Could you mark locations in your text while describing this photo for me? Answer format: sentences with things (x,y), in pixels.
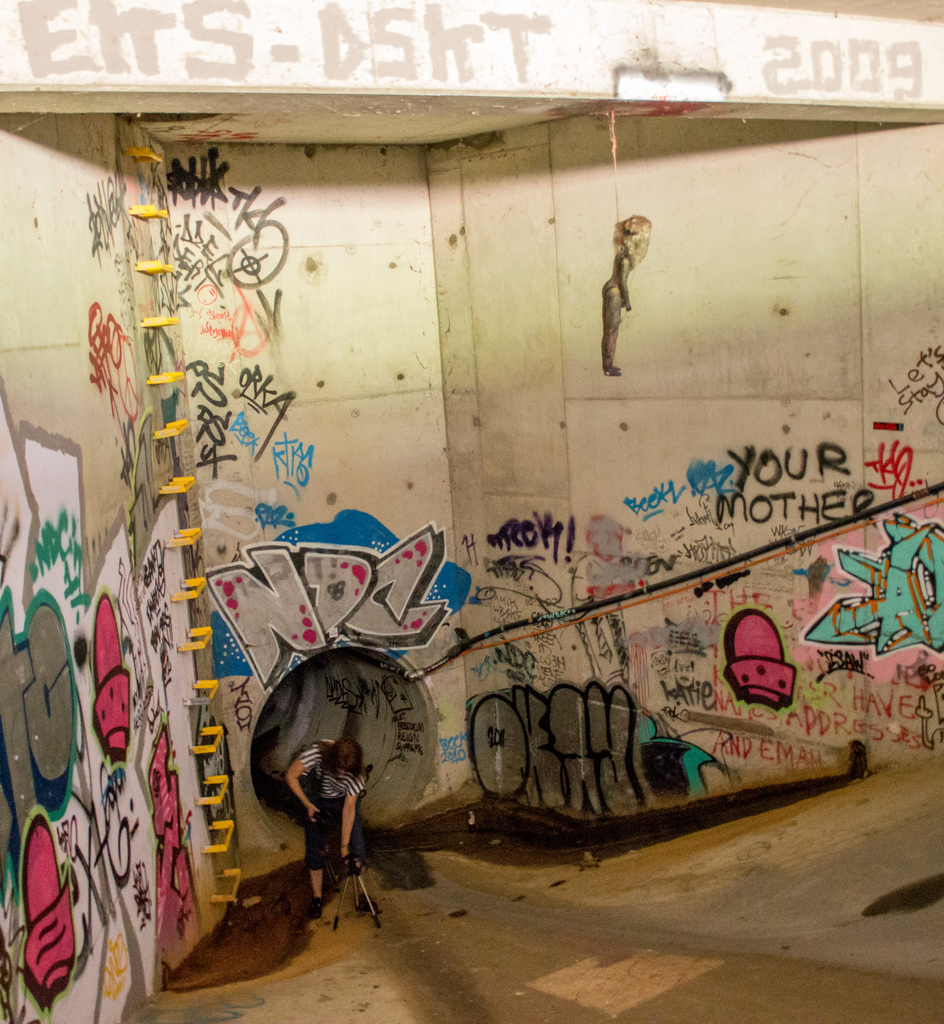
In this image we can see a person (346,756) standing beside a tunnel (372,784). We can also see a camera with a stand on the ground (494,965). We can also see some ladder rungs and the graffiti (599,649) on the walls (558,510).
